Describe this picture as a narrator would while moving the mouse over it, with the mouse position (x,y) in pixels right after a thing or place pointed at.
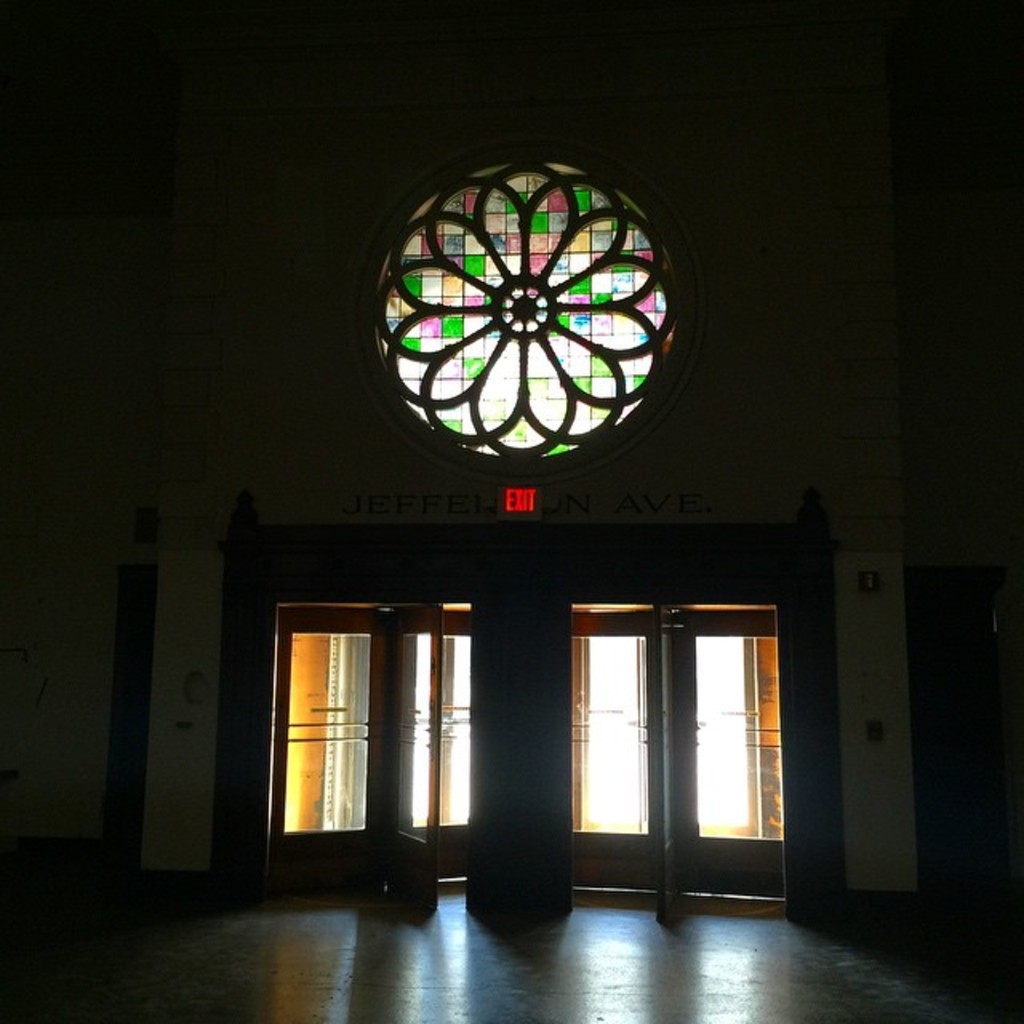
This image is taken indoors. At the bottom of the image (460,983) there is a floor (308,996). In the middle of the image (448,531) there is a wall (195,647) and there are two doors (603,741). There are two pillars (179,735). There is a stained glass (559,313) and there is a signboard (513,510). This image is a little dark.
